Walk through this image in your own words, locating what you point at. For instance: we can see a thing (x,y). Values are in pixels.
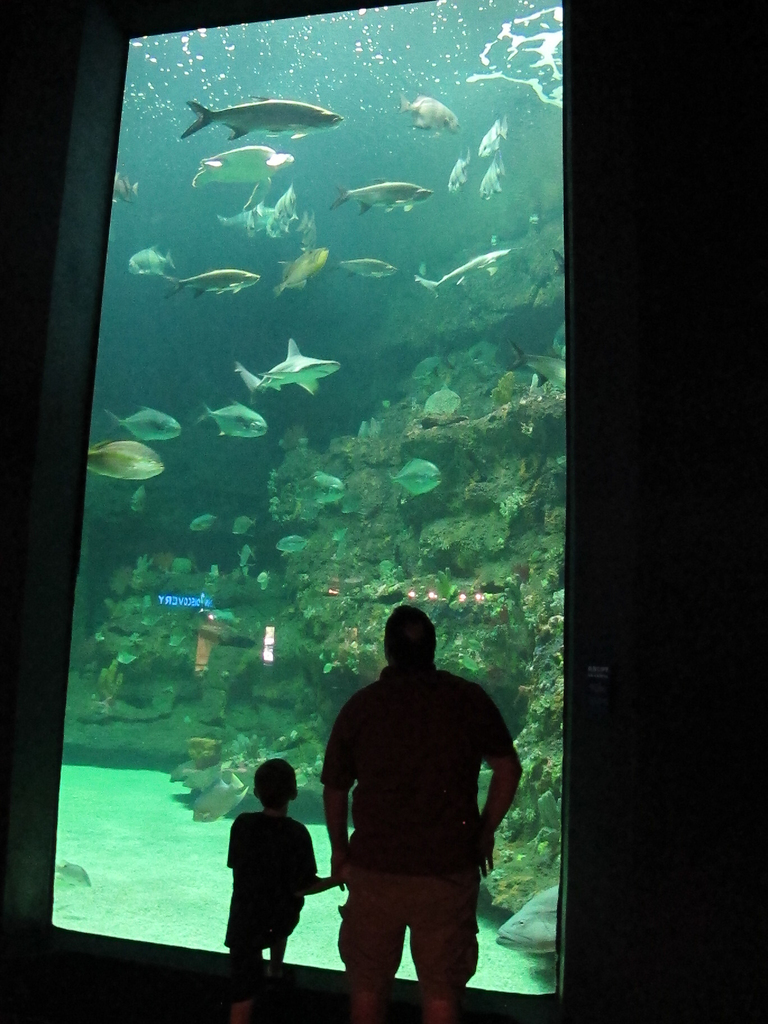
In this image, we can see two persons (465,702) standing in front of an aquarium (121,524) contains some fishes (312,381).
